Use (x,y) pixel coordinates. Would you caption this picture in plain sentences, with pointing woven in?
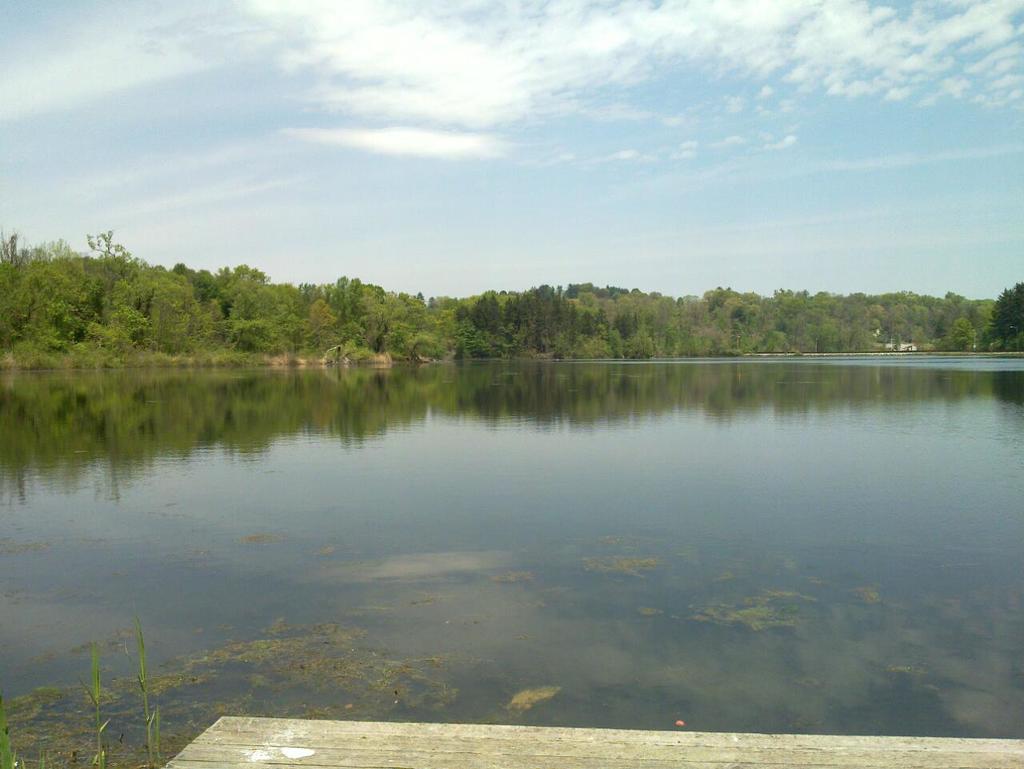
In the center of the image (505,417) there is water (415,425). In the background of the image (401,307) there are trees (458,309). At the top of the image (425,123) there is sky (464,141).
